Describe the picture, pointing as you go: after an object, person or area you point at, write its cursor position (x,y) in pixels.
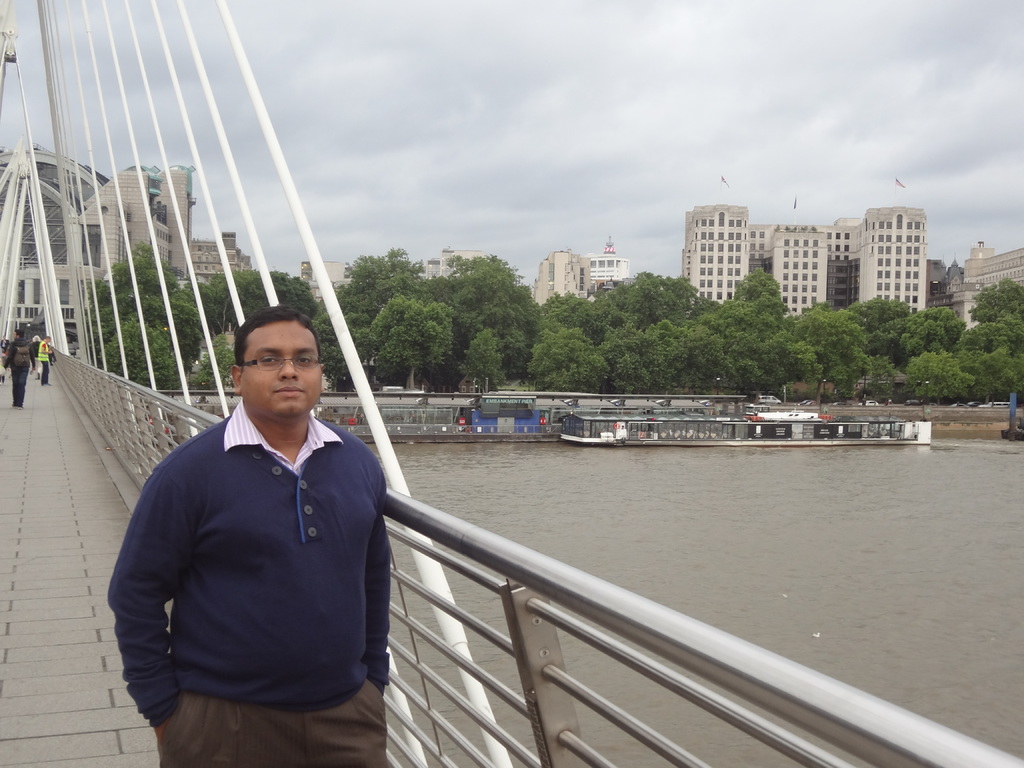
This is the man (287,584) standing. This looks like a river (921,534). I think this is a boat (701,430), which is on the water (792,474). This is a bridge (67,427), which is across the river (437,480). I can see the buildings (717,250) with the windows (867,252). I think these are the flags (793,200), which are the top of the building (901,245). These are the trees (550,327). On the left side of the image (2,355), I can see few people (48,372) standing on the bridge (23,449). This is the sky (434,99).
